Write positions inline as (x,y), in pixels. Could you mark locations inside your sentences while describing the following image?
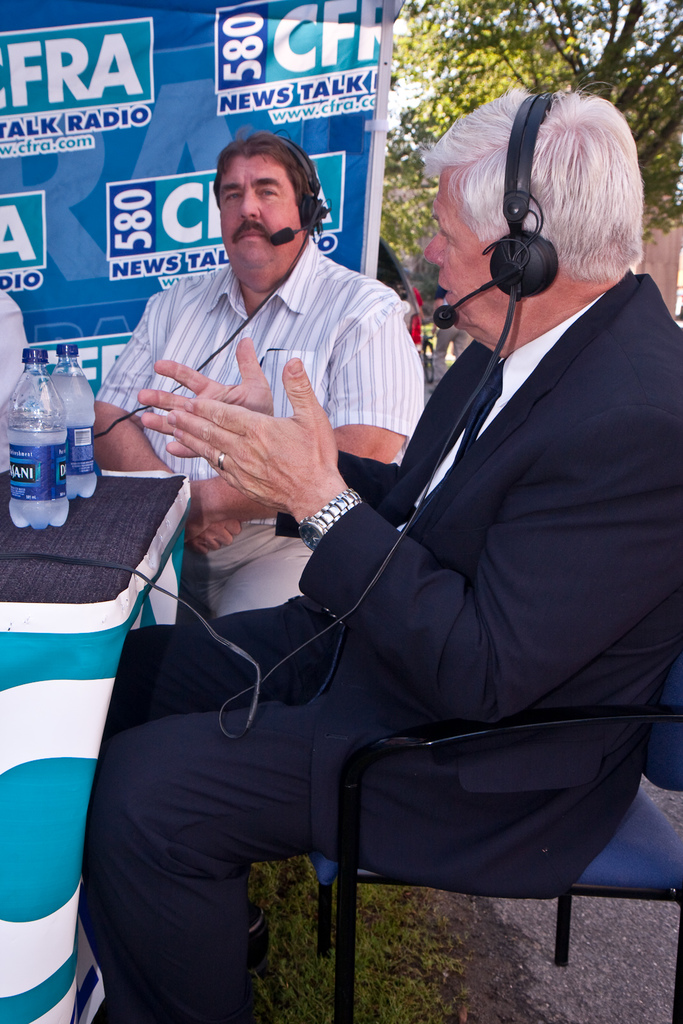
In this picture we can see two persons (492,846) are sitting on the chairs (662,837). This is table (103,624). On the table (112,586) there are bottles (87,434). This is banner (176,129) and there is a tree (545,53).
